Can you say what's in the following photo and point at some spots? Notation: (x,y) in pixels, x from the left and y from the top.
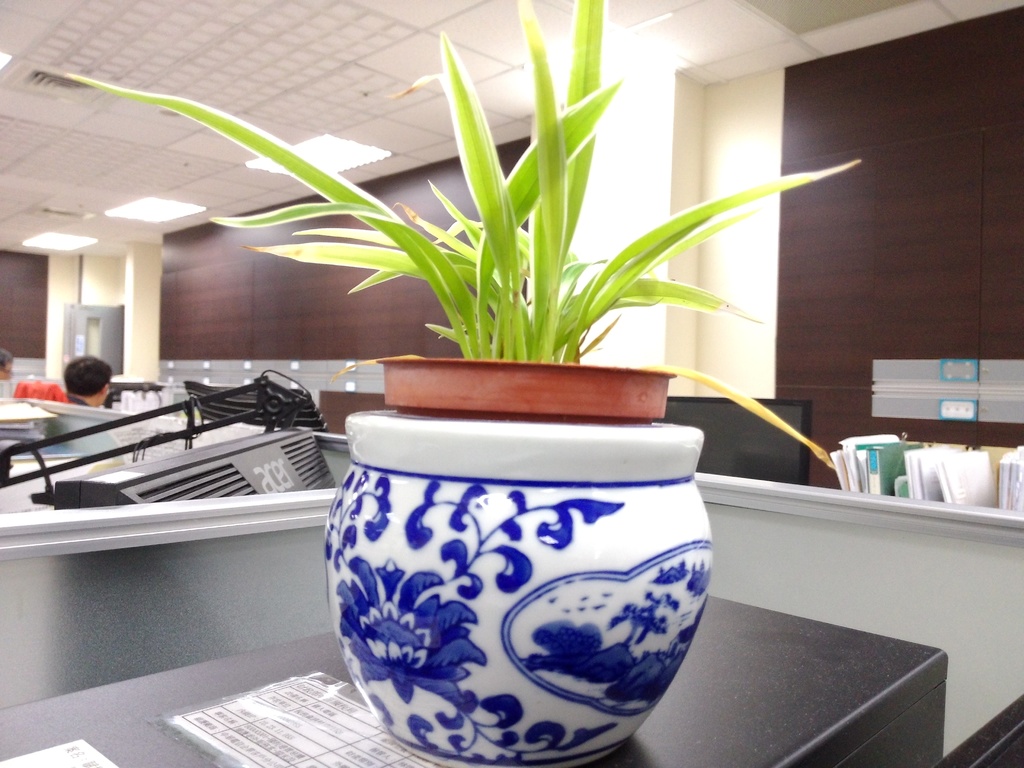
In this picture I can observe a plant pot (533,611) placed on the black color desk (167,762). This plant pot (399,541) is in white and blue color. On the right side (884,476) there are some files (880,466). I can observe black color chair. On the left side (86,376) there are two members (2,375). In the background (202,341) there is a brown color wall (278,309). There are some lights (175,214) in the ceiling (64,211).
